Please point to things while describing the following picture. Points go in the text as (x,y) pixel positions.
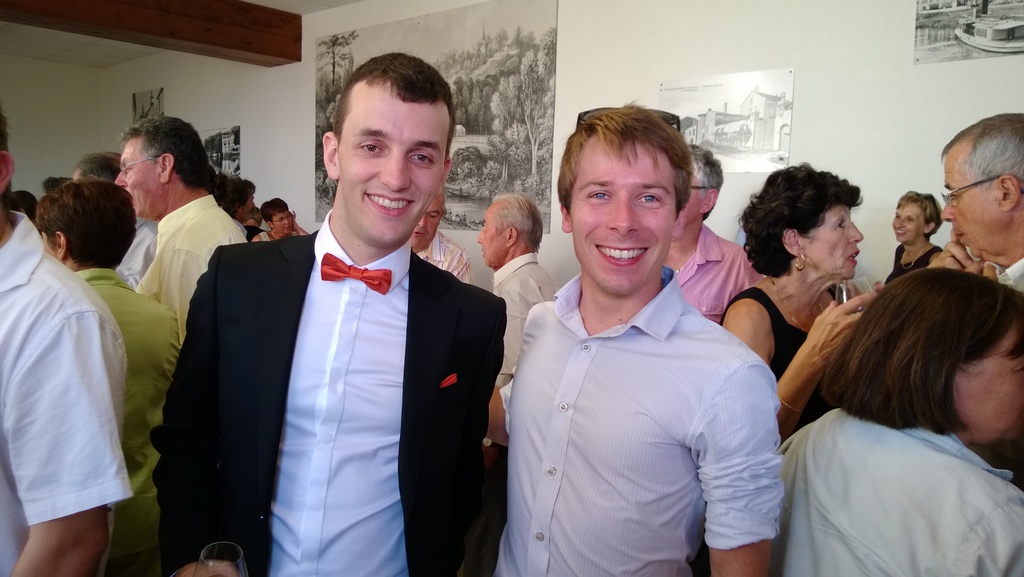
This image consists of many people (161,202) in a room (430,250). In the front (374,416), there is a man (373,410) wearing black suit (282,341) and white shirt (297,380). Beside him, there is a man (549,445) wearing white shirt (547,420). In the background (599,33), there is a wall (655,27) on which frames (959,46) are fixed.
